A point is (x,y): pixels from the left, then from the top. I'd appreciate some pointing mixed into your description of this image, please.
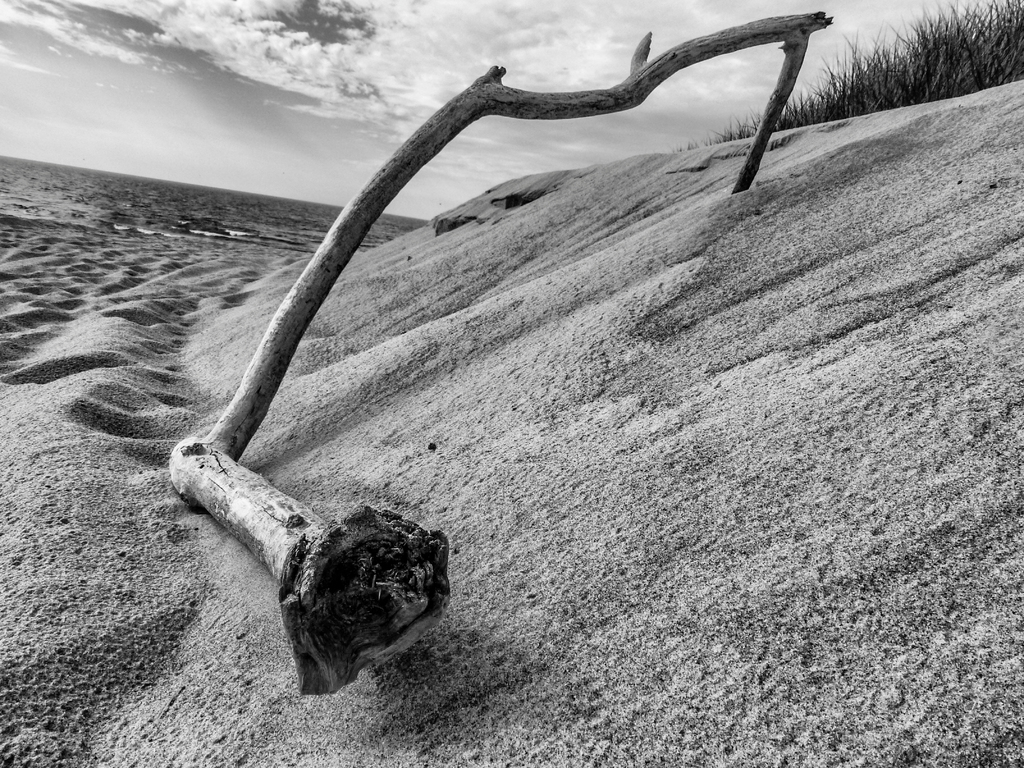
In the center of the image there is a branch (275,545) of the tree (286,301). In the background (264,209) there is sea (187,207), sand (122,295), sky (187,134) and clouds (307,59).
